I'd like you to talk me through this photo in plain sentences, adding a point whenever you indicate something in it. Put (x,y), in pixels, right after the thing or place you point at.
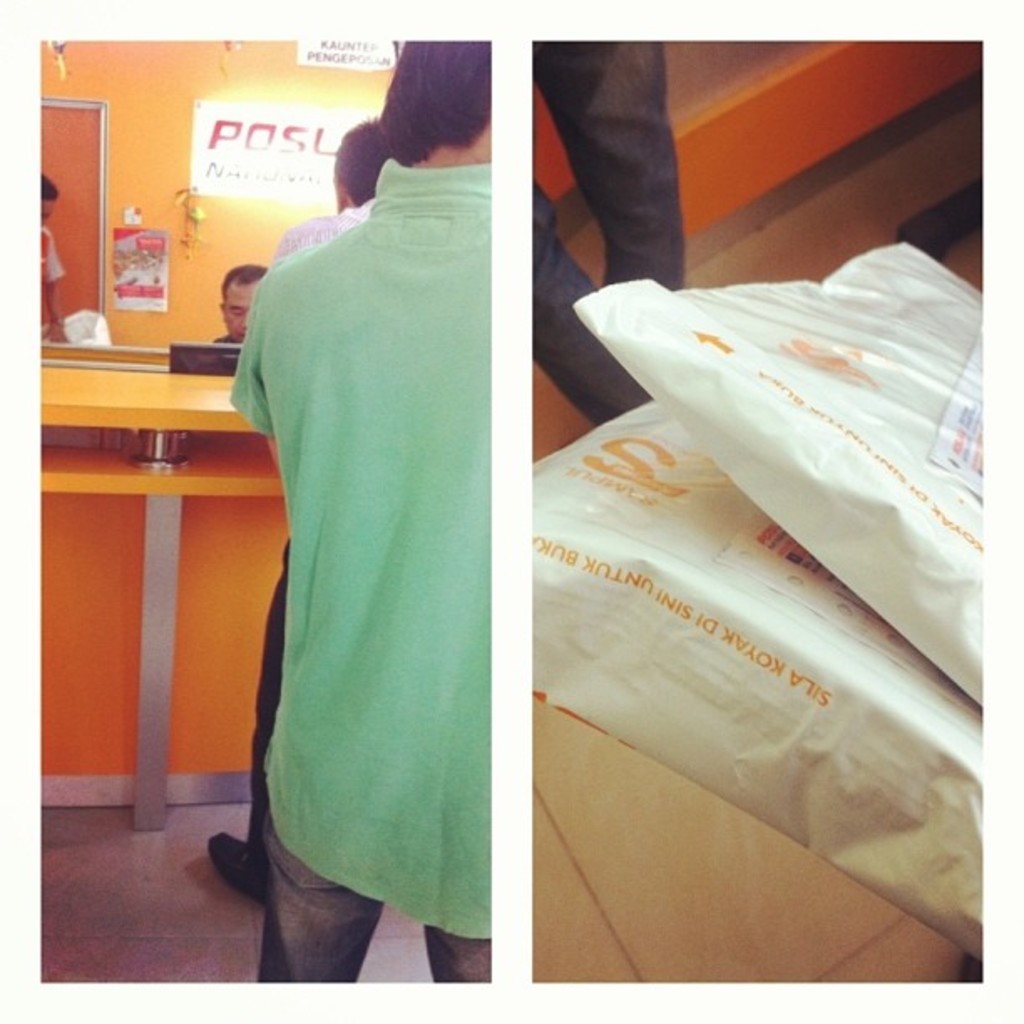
This is a post office (42,724), in this image there are some people (238,315), boards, wall (177,181) and some plastic covers (662,554), and in the background (162,169) there are some boards (299,142), posters (167,241), wall (121,61) and some other objects (189,351). At the bottom (179,913) there is floor (222,886).
